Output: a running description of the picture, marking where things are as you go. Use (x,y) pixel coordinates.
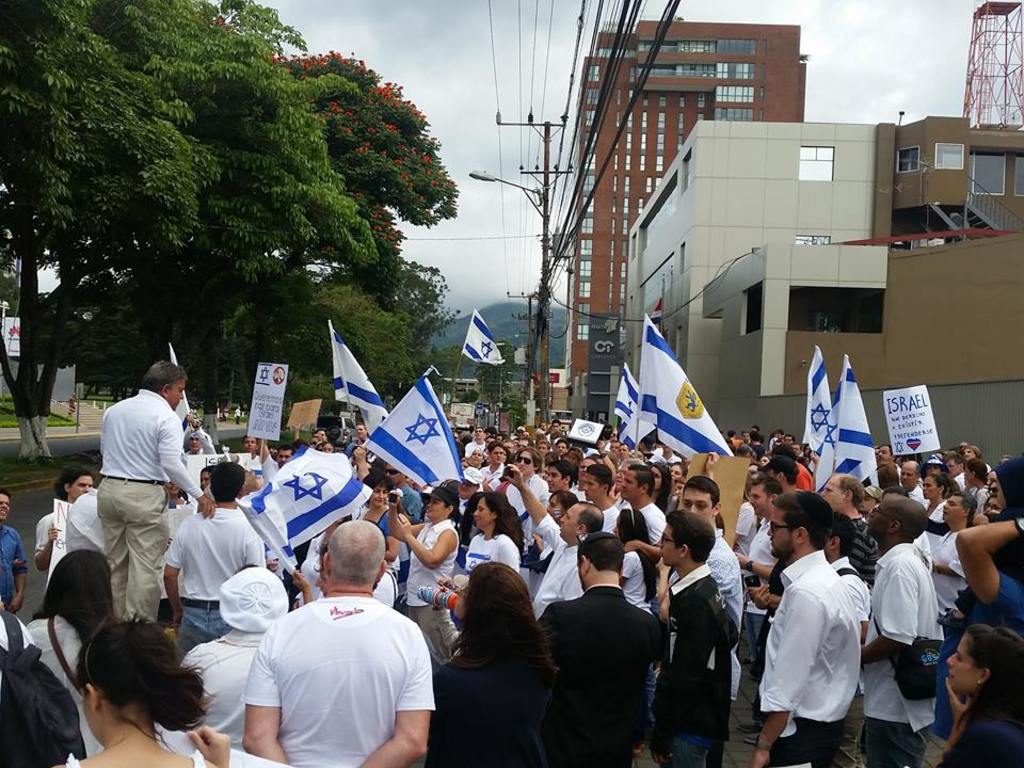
In this image there are many people (557,613) standing on the road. They are holding flags (851,450) and placards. To the right (711,261) there are buildings (788,218). In front of the buildings (582,261) there are street light poles (520,188) and electric poles (548,274). To the left (182,172) there trees (182,229). In the background (486,311) there are mountains (488,314). At the top (480,43) there is the sky (486,26).
